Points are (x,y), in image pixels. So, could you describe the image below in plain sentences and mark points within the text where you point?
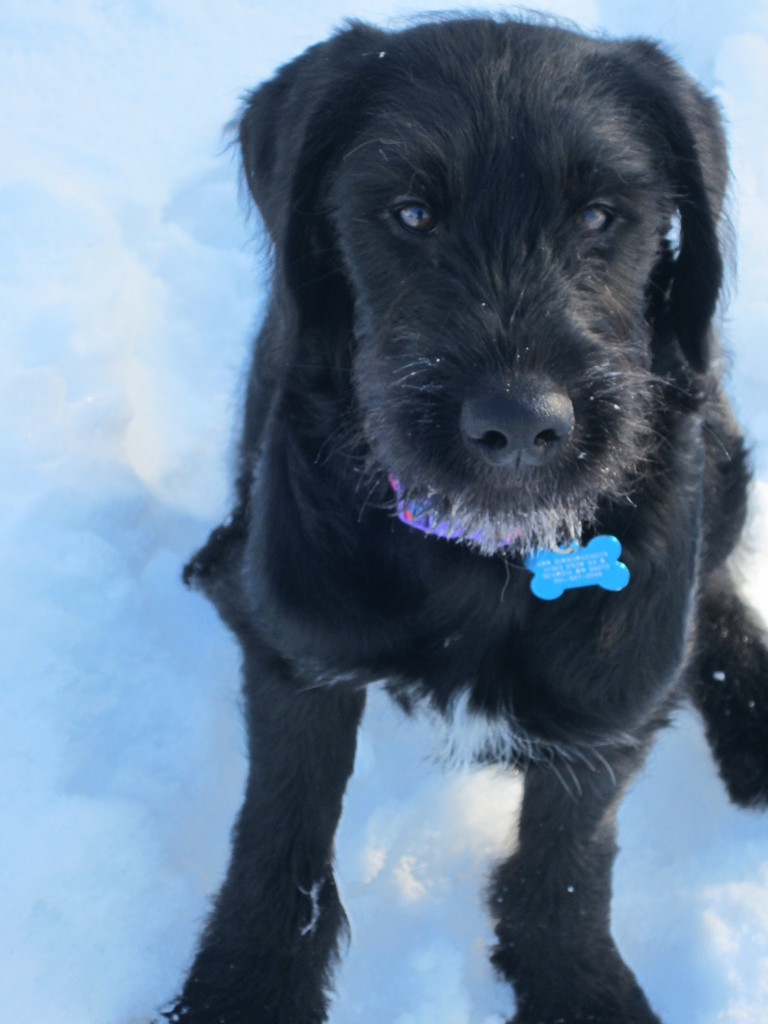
In this picture I can see a black color dog (516,384) in front (516,645) and I can see a collar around the neck (409,547) and I see that it is on the snow (22,400).
